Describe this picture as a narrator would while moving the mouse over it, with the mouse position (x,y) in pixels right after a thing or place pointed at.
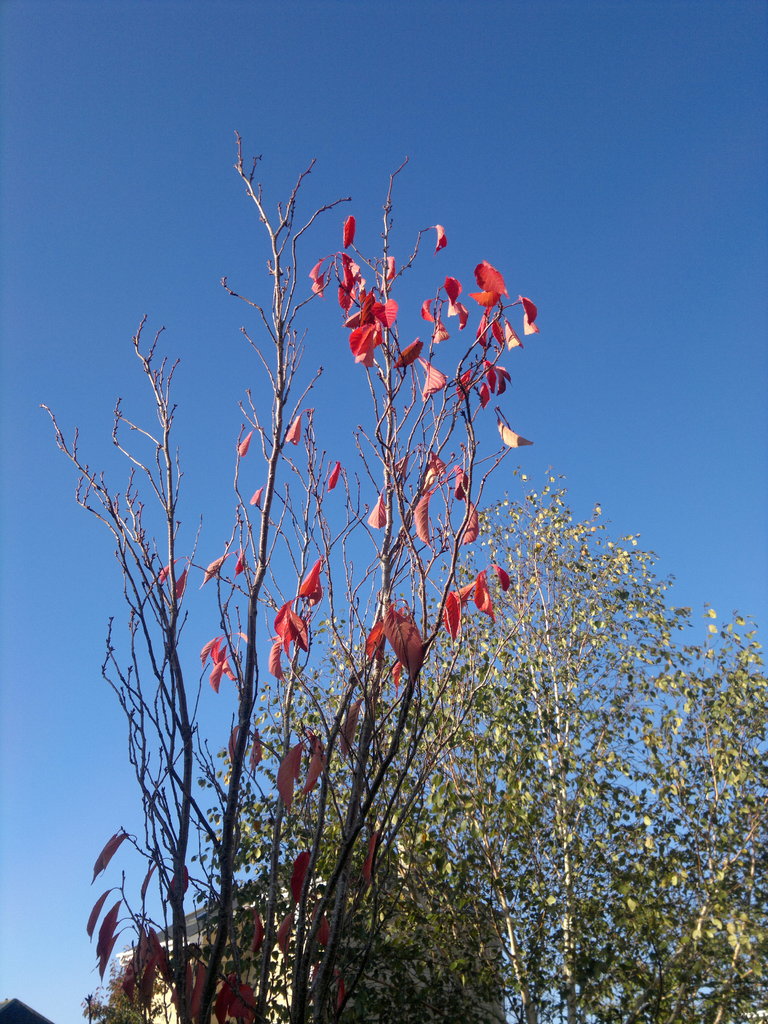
In this image I can see there are trees (394,834) and at the top (449,83) there is the sky (483,89).
